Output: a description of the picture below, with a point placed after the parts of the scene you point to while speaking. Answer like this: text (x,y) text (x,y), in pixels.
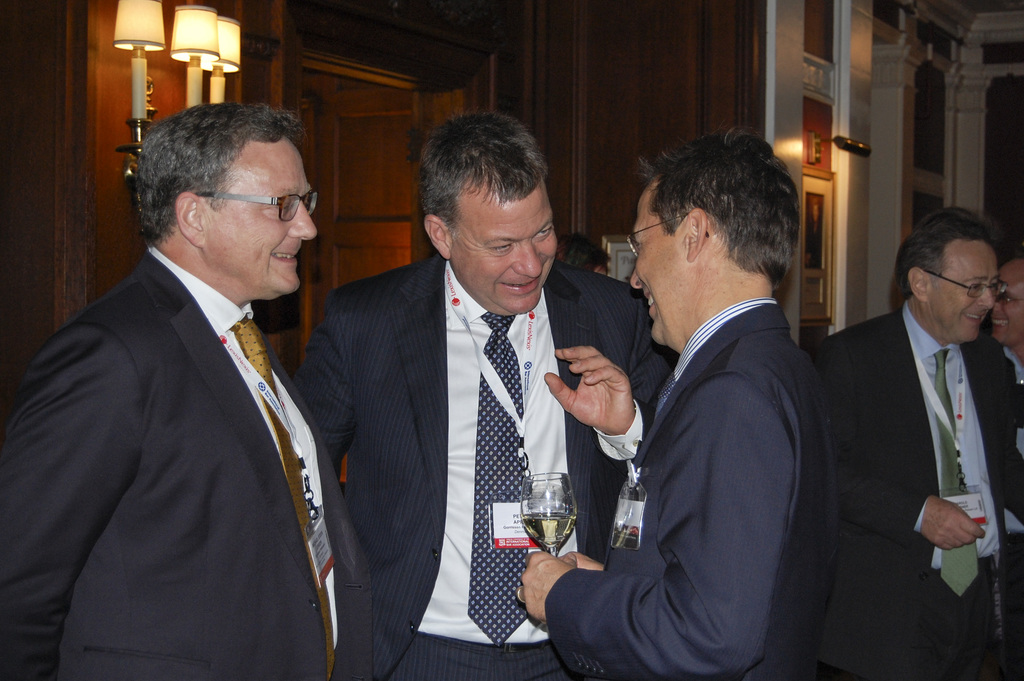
In this image we can see some persons (773,399) are standing. They are wearing suits (144,494) and ID cards (323,542) in their neck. One person (663,442) is holding glass (548,528). Background of the image wall (667,73), door (396,88) and lights (226,56) are present.
